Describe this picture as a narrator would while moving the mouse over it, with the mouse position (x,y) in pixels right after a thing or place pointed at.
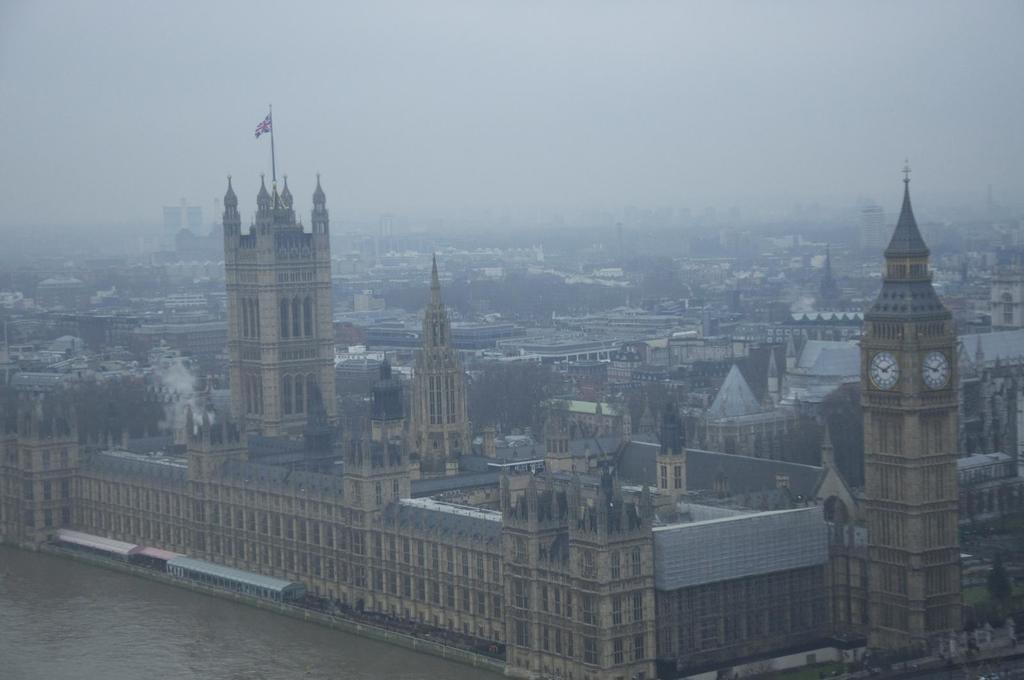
In this image I can see a top view of a city (648,467), this is a smoky image I can see buildings (424,400), trees (516,390), towers (883,293), a river (140,603), tents (252,578) and the top of the image (338,90) I can see the sky (333,94).
